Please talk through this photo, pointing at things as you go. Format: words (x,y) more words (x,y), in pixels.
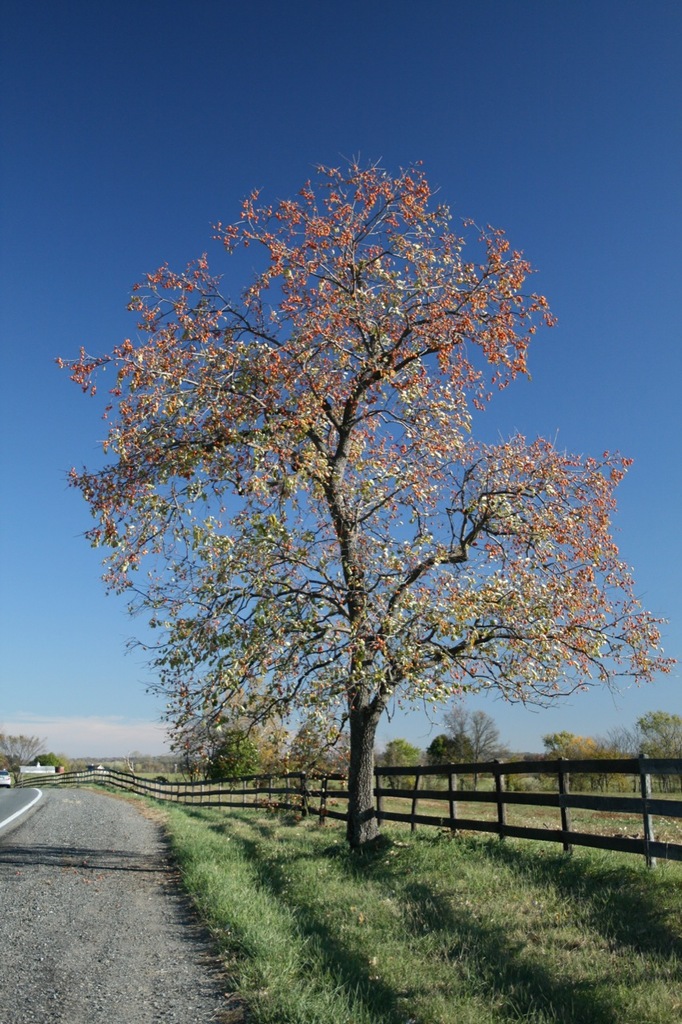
In the foreground of the picture (351,829) there are railing (595,806), trees (385,673), grass (329,932) and road (130,813). In the background (285,753) there are houses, trees (388,762) and fields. Sky (122,171) is sunny.
